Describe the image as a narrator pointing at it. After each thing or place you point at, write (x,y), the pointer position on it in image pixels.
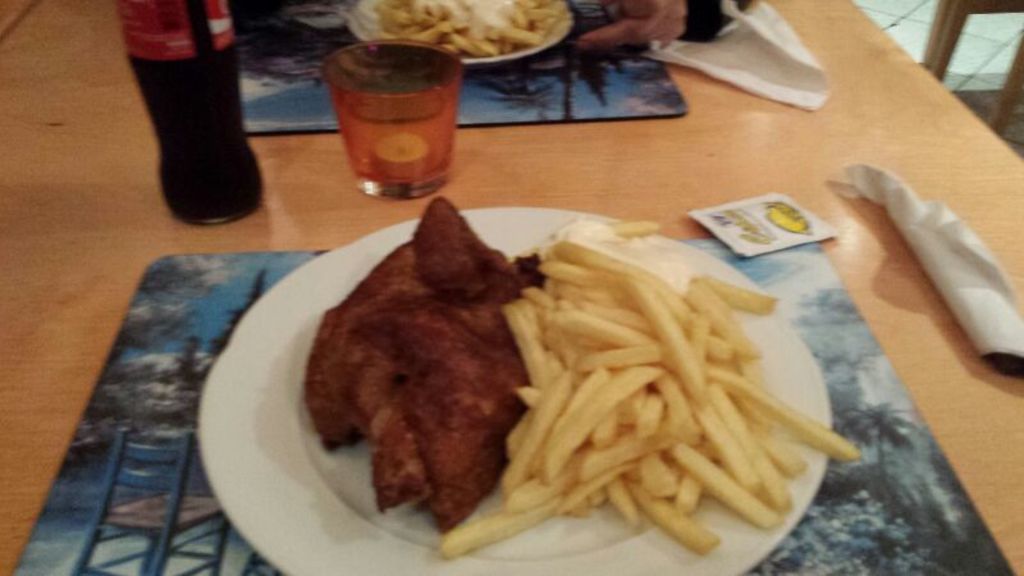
In the image there is a plate (586,525) with french fries (574,372) with meat (472,361) on a wooden table (4,329) along with soft drink (200,23), glass (394,180), tissues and another plate (479,26) with french fries (531,2) in front of it.
